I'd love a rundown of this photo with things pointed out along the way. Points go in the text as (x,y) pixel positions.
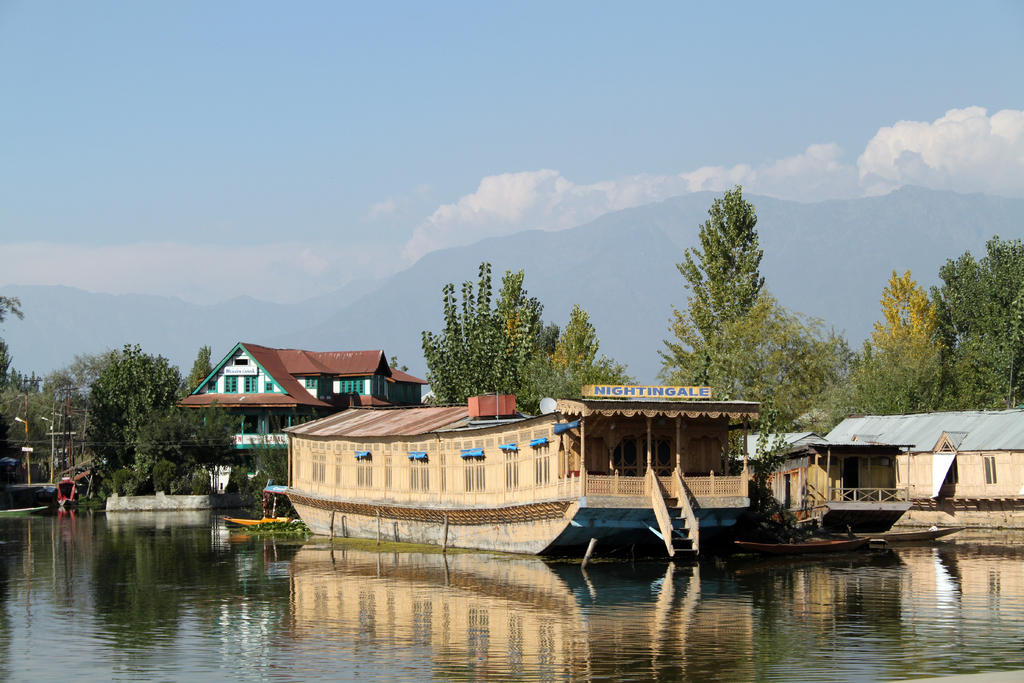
In this image we can see the boats (727,512) on the water (822,559). And at the back (348,406) we can see the houses (801,459), trees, railing (885,493), current poles (53,467) and cloudy sky (591,188) in the background (645,182).
